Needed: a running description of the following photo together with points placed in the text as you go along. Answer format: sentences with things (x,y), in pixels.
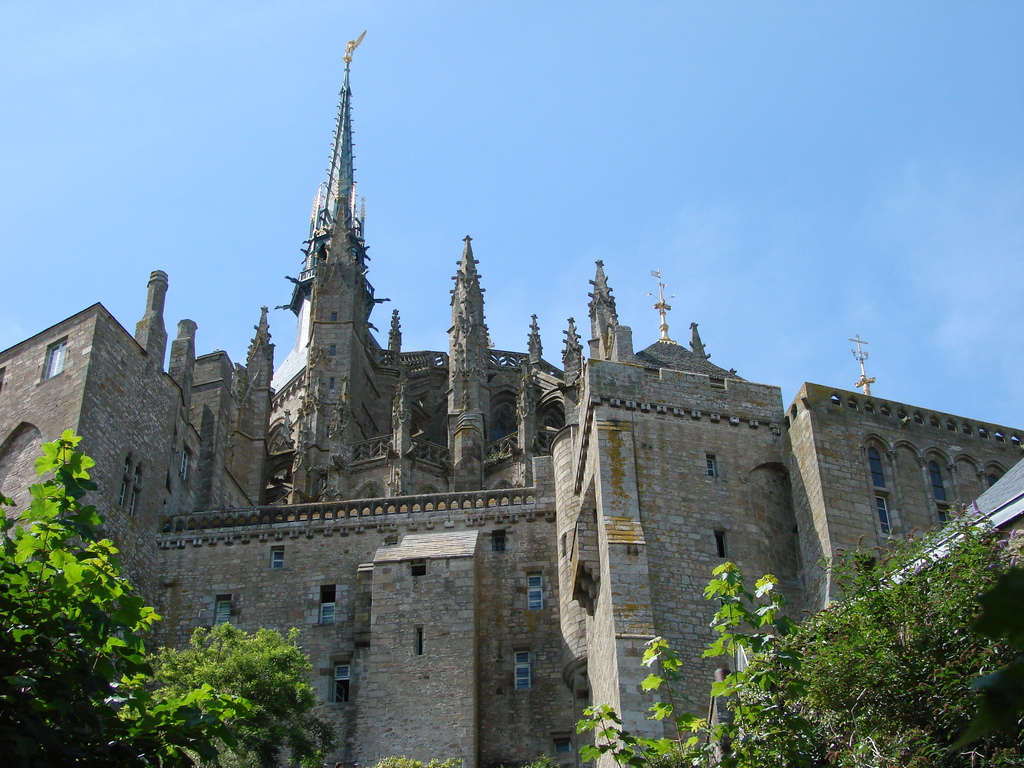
In this image we can see the castle (509,480) and there are some trees (833,719) and at the top (498,132) we can see the sky (699,135).
